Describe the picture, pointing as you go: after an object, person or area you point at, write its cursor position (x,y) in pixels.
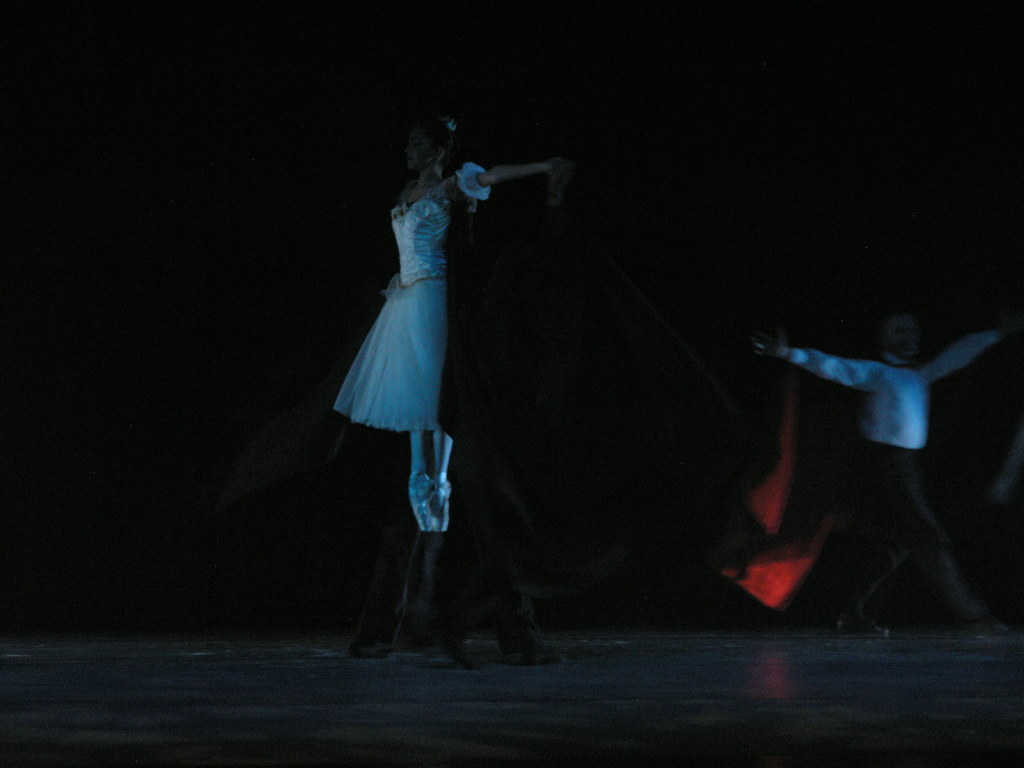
There is a group of persons (401,409) dancing on the stage (515,670) as we can see in the middle of this image (397,380). The person (869,441) standing on the right side (910,427) is wearing a white color shirt (894,406), and a women (413,279) in the middle (412,296) is also wearing white color dress (396,327).
